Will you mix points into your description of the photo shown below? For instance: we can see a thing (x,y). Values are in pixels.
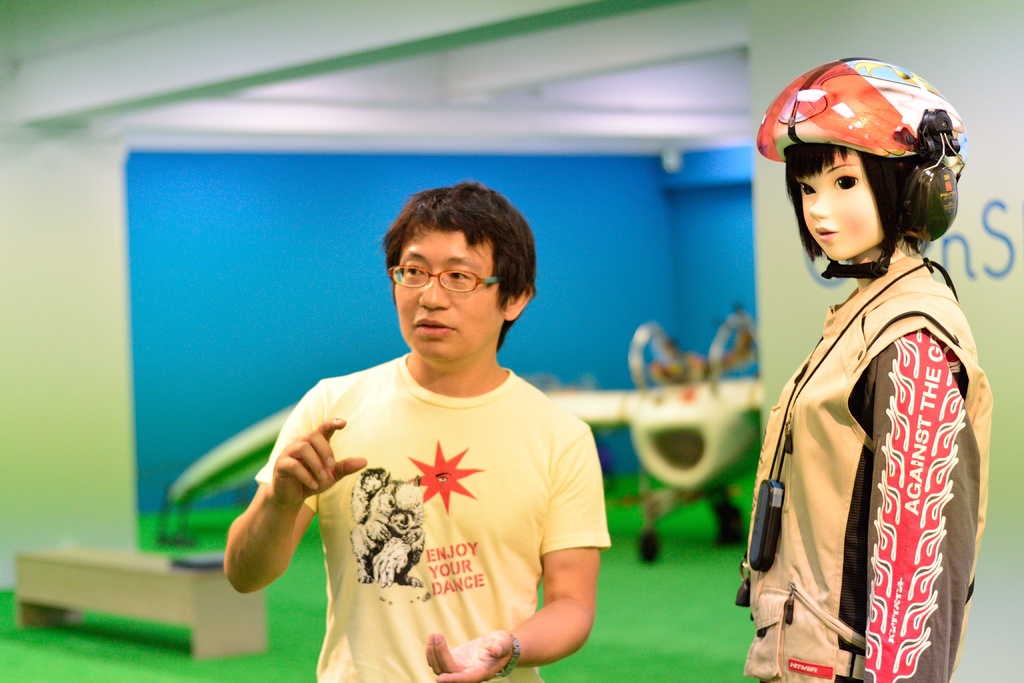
In this image I can see a person (491,360) wearing yellow colored t shirt (481,489) is standing and I can see a mannequin (835,200) wearing dress (865,324) and helmet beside him. In the background (82,646) I can see the green colored floor (69,644), the blue colored wall (172,317), the ceiling (376,131) and few other blurry objects (604,411).
